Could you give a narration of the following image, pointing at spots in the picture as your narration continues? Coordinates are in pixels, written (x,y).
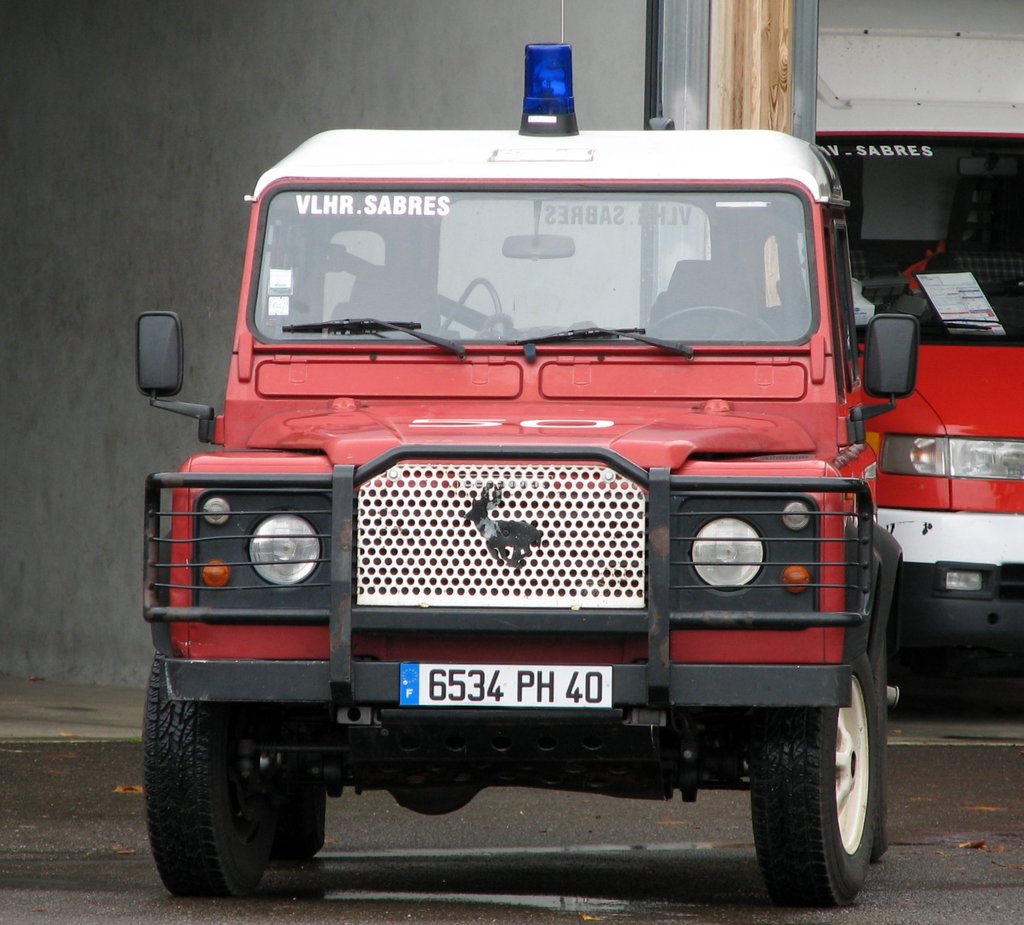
As we can see in the image there are red color trucks (680,398) and buildings (332,59).
